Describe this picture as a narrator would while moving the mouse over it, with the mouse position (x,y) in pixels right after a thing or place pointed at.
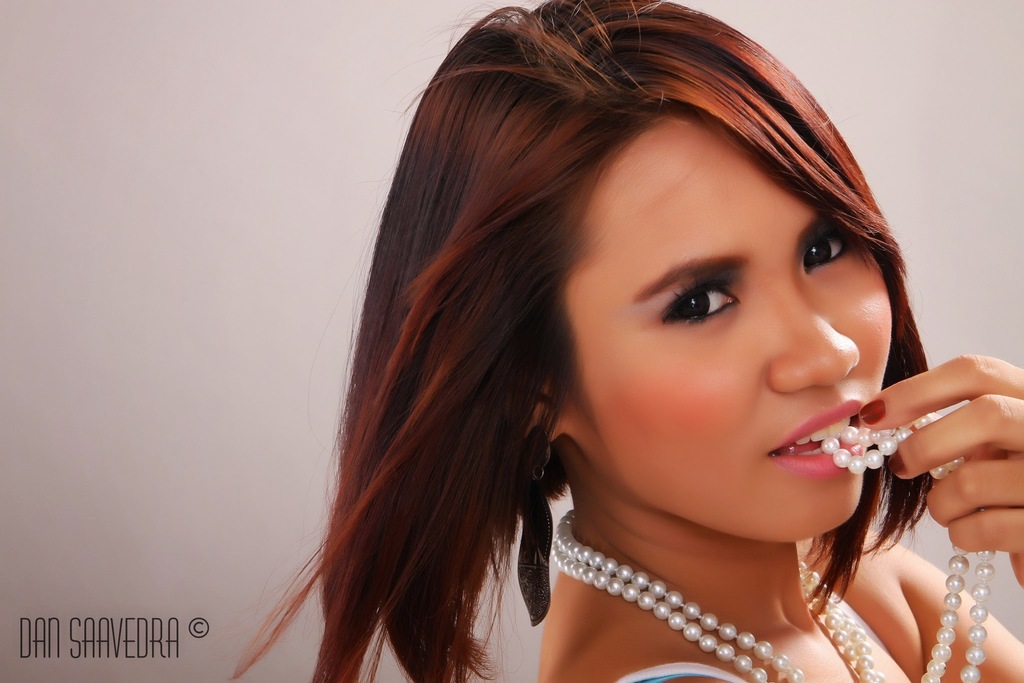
In the picture we can see a woman (610,538) standing and wearing a pearl necklace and holding it with hand (992,482) and keeping in her mouth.
